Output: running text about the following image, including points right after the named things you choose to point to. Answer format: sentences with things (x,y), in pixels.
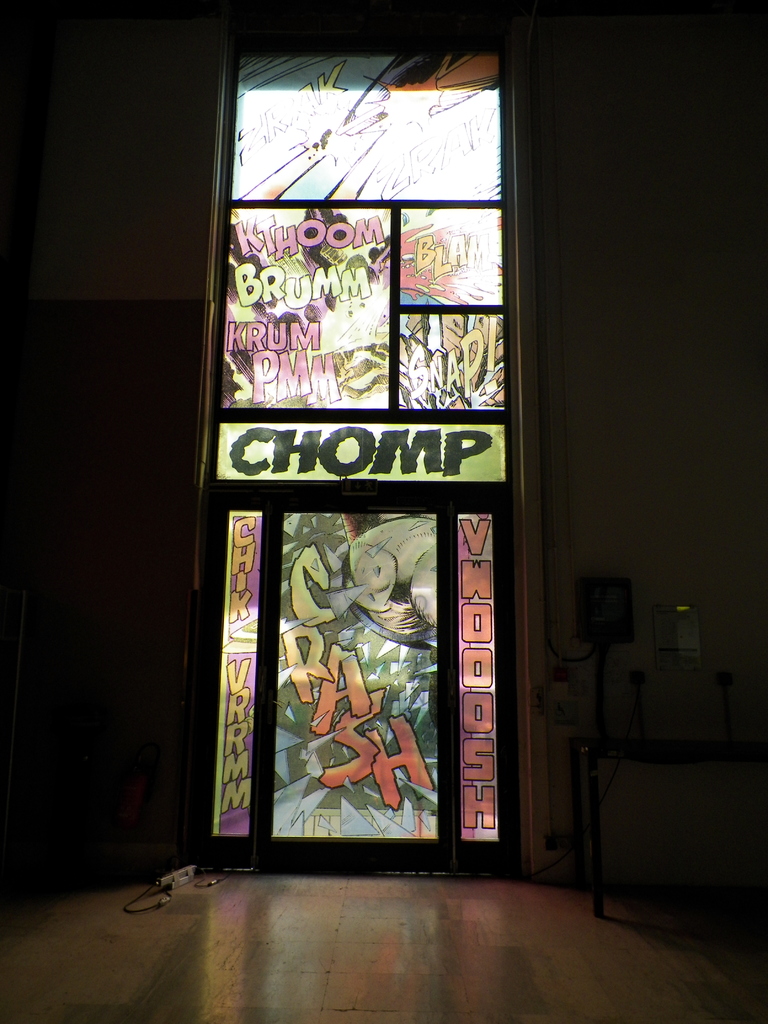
In this image I can see a multi color glass window (258,345) and I can see a dark room (120,582).
